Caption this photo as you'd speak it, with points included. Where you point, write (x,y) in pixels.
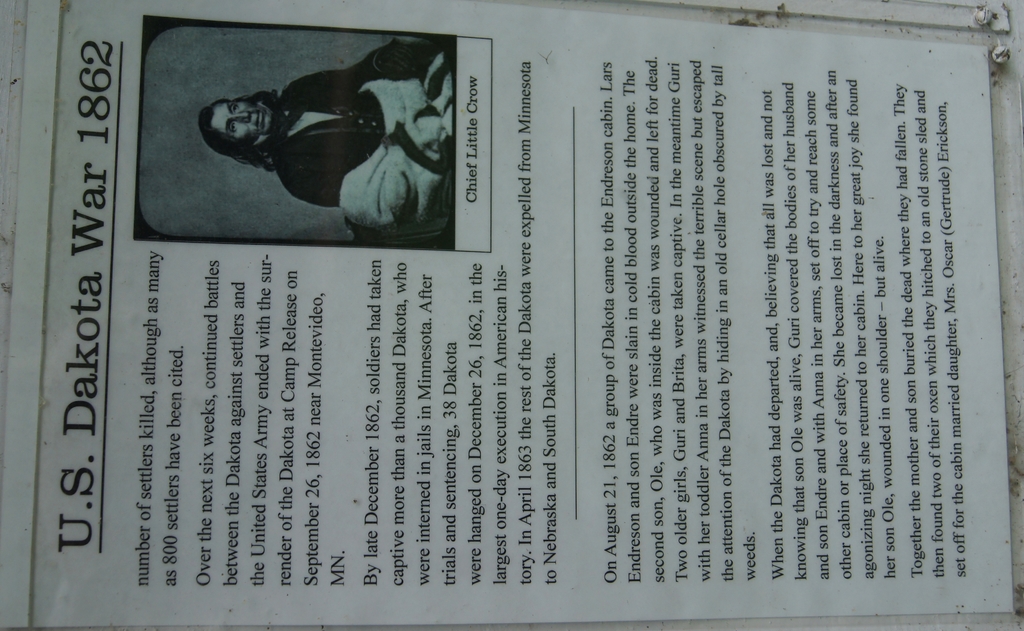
In this picture we can see a person image (299,143) on the paper (387,293) and on the paper (360,393) it is written something and the paper (792,282) is on an object (1000,184). On the right side of the paper (954,55) there are screws (998,47).
